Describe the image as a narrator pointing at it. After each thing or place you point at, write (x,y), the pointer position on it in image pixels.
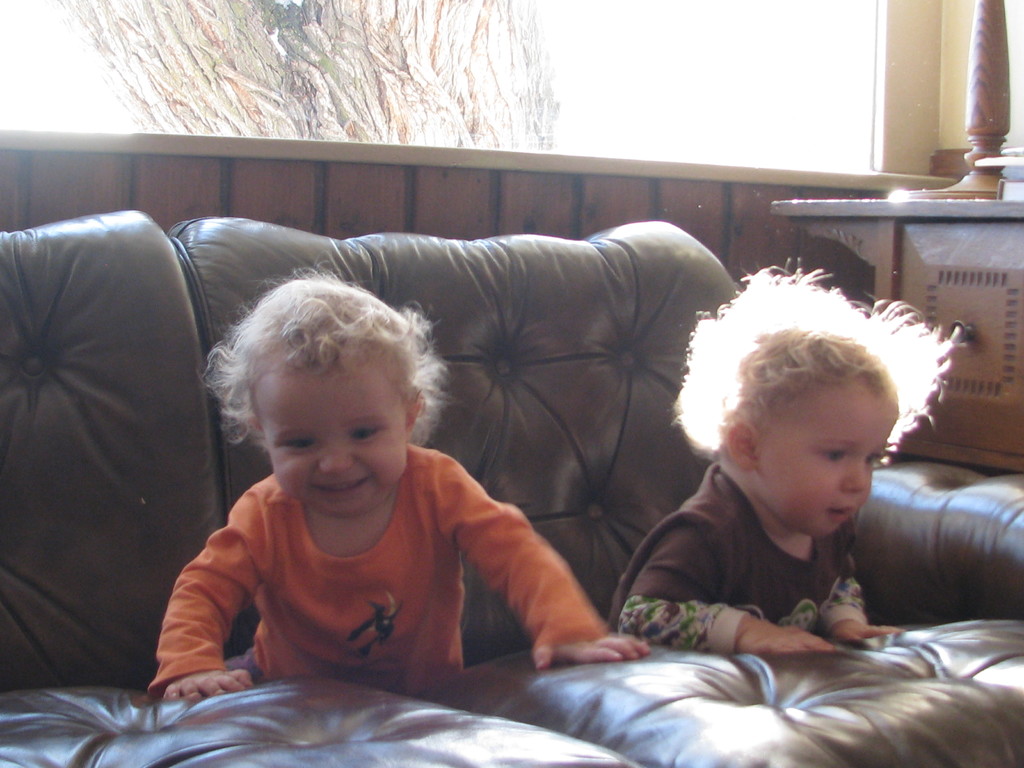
There are two kids (433,569) standing on the couch (671,709). This couch (127,408) is of brown in color. At the right corner of the image (859,247) I can see a wooden desk (983,263) with some wooden object (989,145) placed on the desk (1017,218). At background (536,140) it looks like a window (498,149).
